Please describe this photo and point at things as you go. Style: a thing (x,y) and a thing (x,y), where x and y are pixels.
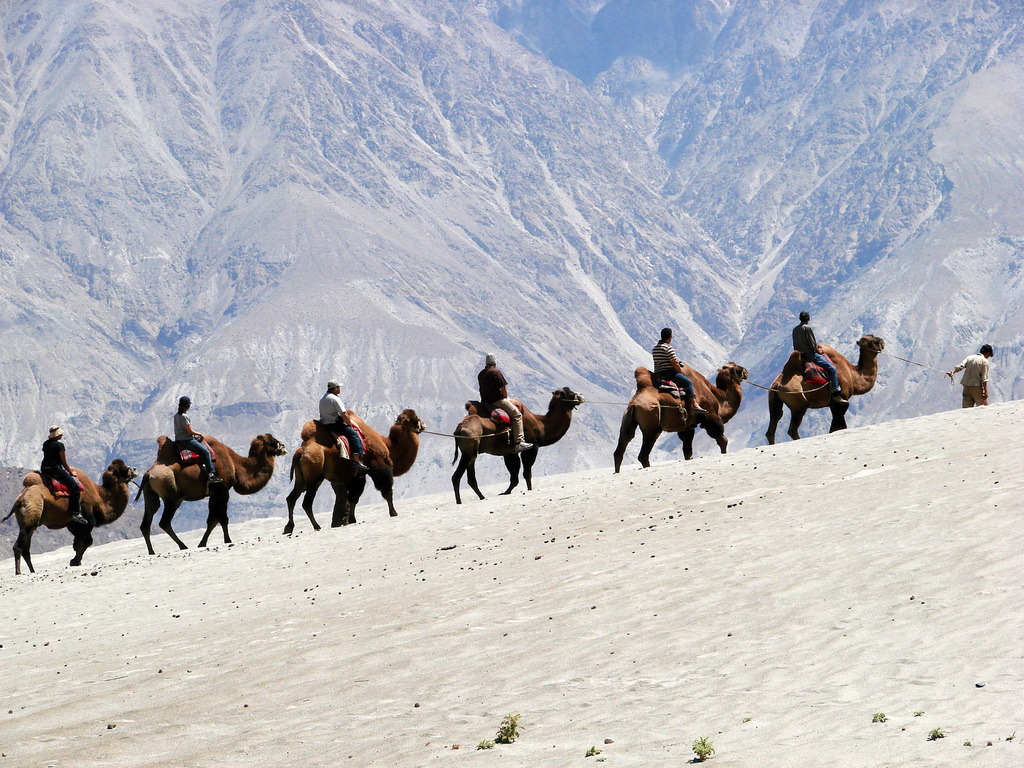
In this image we can see people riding camels (87,509). At the bottom of the image (478,577), we can see the land (739,620). In the background (695,325), we can see mountains (741,179). On the right side of the image (965,373), we can see a man (973,376) on the land (982,410).
